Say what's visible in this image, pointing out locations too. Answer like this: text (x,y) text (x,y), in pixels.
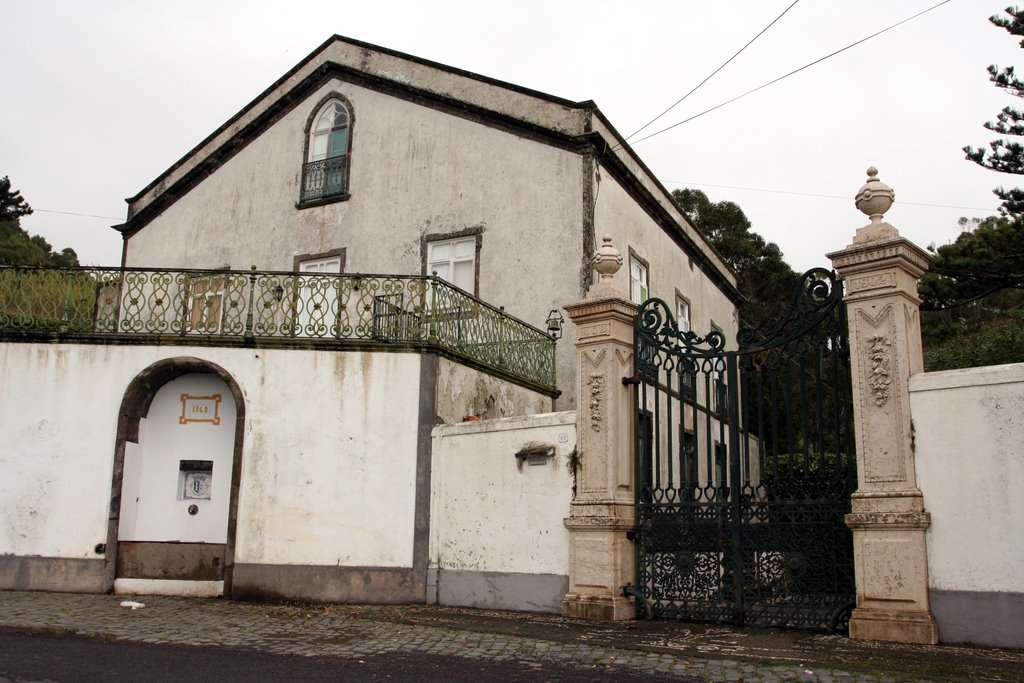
As we can see in the image there is a building (370,317). The building (430,237) has many windows (341,145). On the right side (1010,228) there are some trees (1022,272) and a gate (737,395). On the left side (23,241) there is a tree (25,235). On the top (200,70) there is a sky (182,112). In front of building (494,285) there is a road (143,644).
